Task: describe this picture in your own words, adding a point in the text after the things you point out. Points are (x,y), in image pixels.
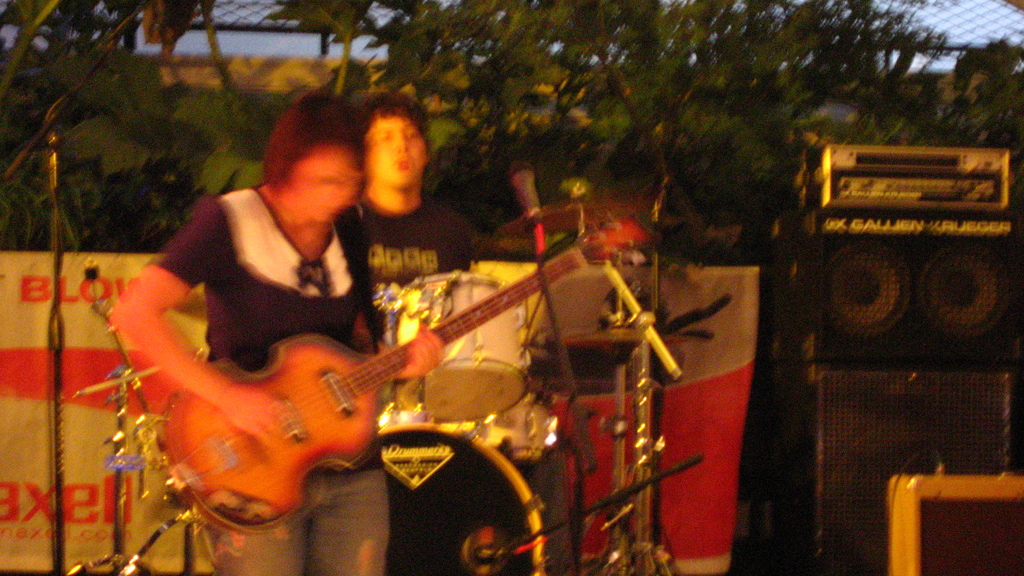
In this image I can see one person (254,414) standing and playing the guitar (344,415). behind this person (344,325) there is another man (403,246) standing and playing the drums (451,372). At the back of these people (370,307) there is a banner (64,348). On the right side of the image (897,353) I can see speakers (872,304). In the background (447,94) there are trees (660,73).
